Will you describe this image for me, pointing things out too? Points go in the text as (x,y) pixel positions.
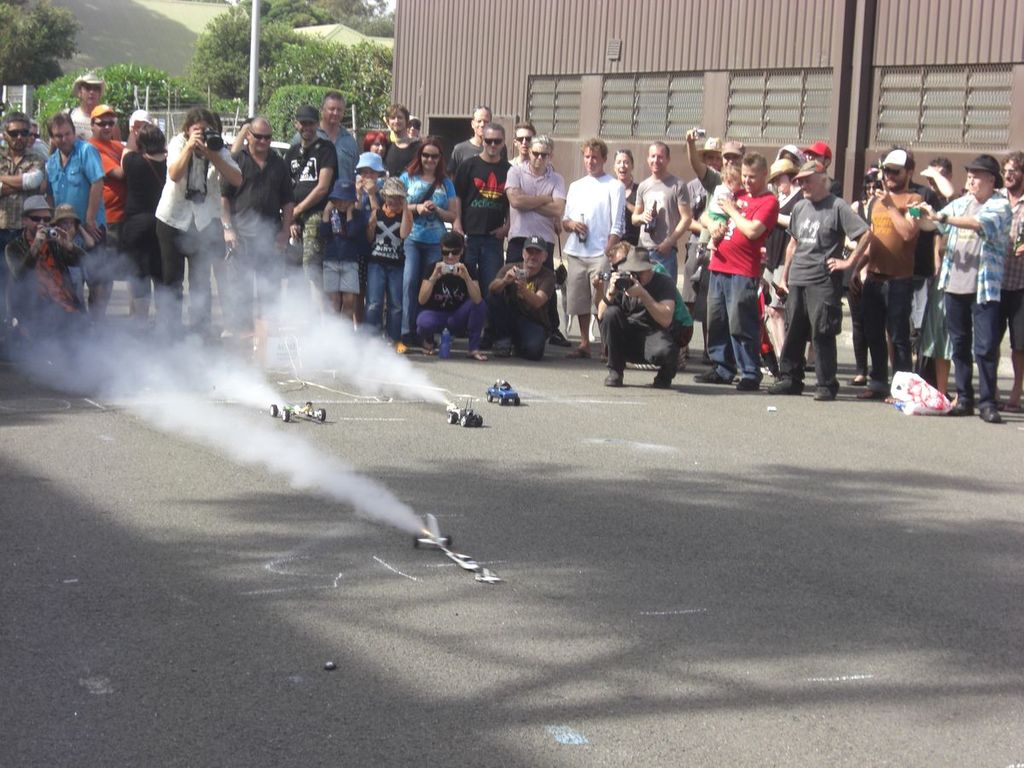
In this image I can see the ground (771,594), few toy vehicles (460,400) on the ground (447,424) and few persons (301,192) are standing and sitting. I can see few of them are holding cameras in their hands (513,284). In the background (522,8) I can see few trees (9,14), few buildings (500,57), few poles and the sky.
